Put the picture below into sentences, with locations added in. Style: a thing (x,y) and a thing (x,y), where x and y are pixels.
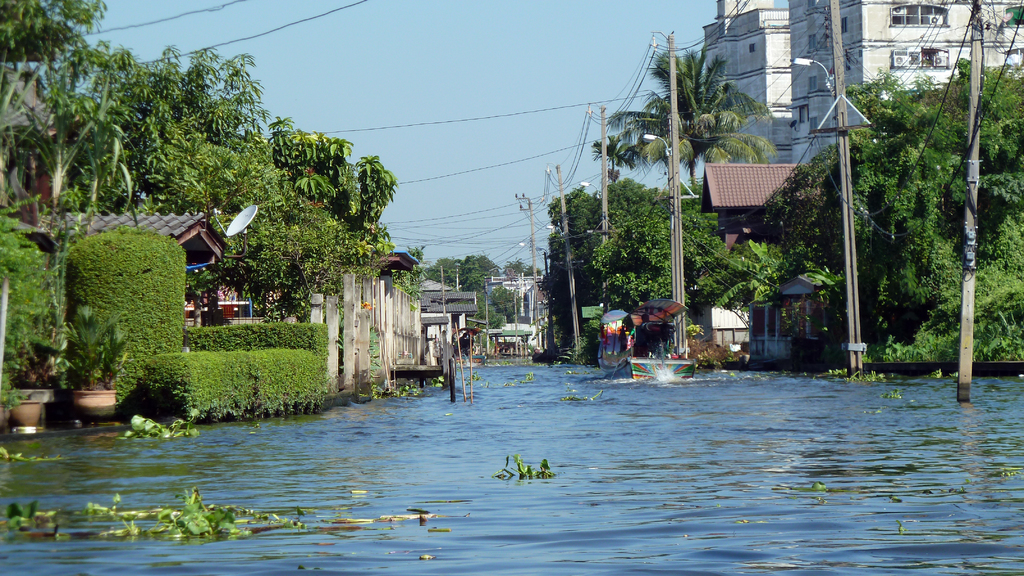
This image consists of water (486,479). On the left (148,218) and right, there are buildings (893,18) along with the trees (829,219) and poles (358,355). At the top (471,78), there is a sky (479,66). And we can see a boat (642,373) in the water (665,389). On the left (79,373), there are potted plants (113,324). And we can see a boat (646,358) in the water (483,552).
